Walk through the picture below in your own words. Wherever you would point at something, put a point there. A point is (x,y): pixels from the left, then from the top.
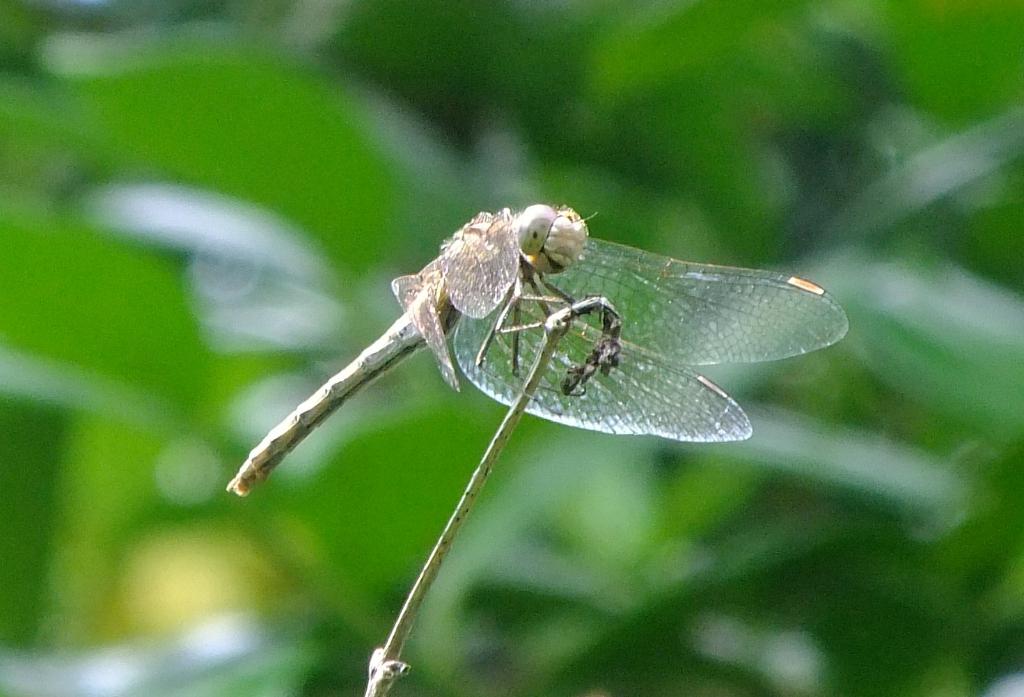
In this picture we can see a dragon fly (807,319), in the background (778,173) there are some leaves (761,170), we can see a blurry background (244,105).
